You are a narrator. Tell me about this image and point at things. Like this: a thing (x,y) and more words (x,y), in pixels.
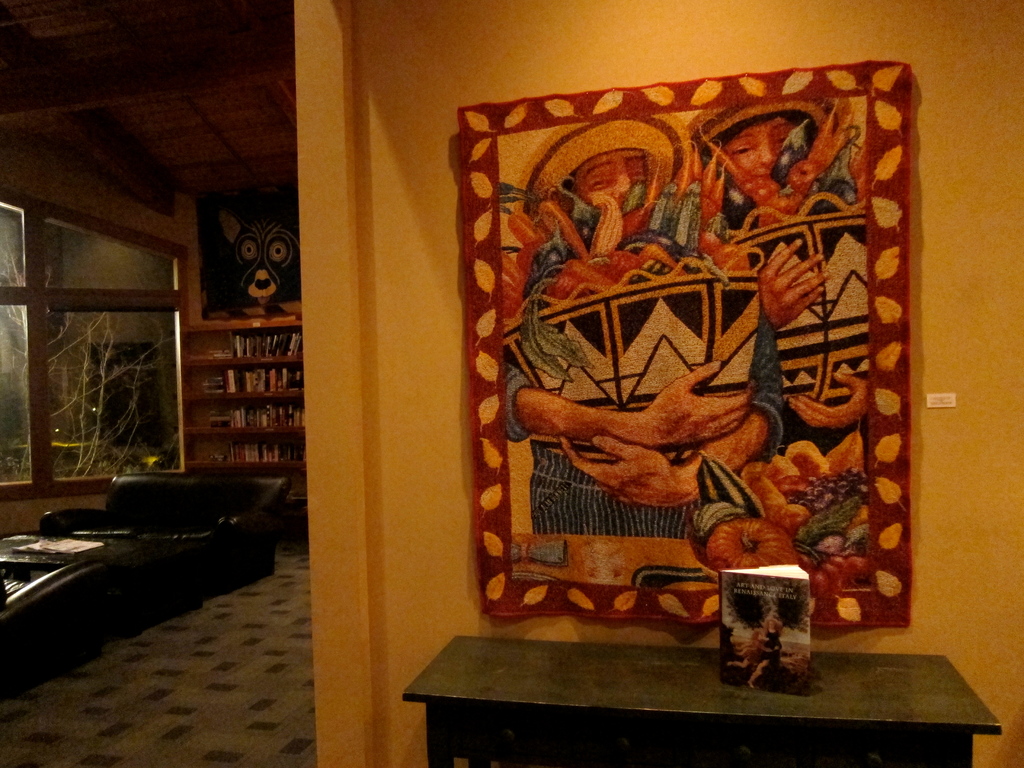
This picture shows a room (680,34) we see a sofa (262,495), a cupboard (224,432) and a table (887,719).
